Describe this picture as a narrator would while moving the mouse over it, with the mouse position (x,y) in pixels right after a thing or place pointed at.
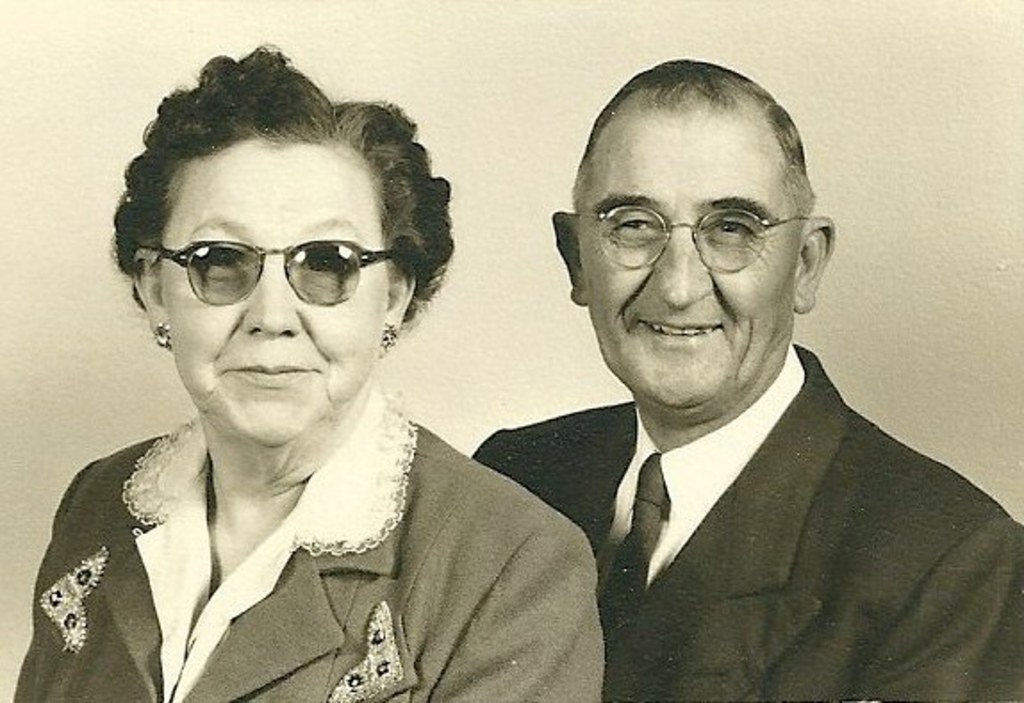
This is a black and white image where we can see a picture of a woman (345,501) on the left side of this image (327,546) and a man (799,582) on the right side of this image (821,491). We can see a wall (503,156) in the background (995,369).
